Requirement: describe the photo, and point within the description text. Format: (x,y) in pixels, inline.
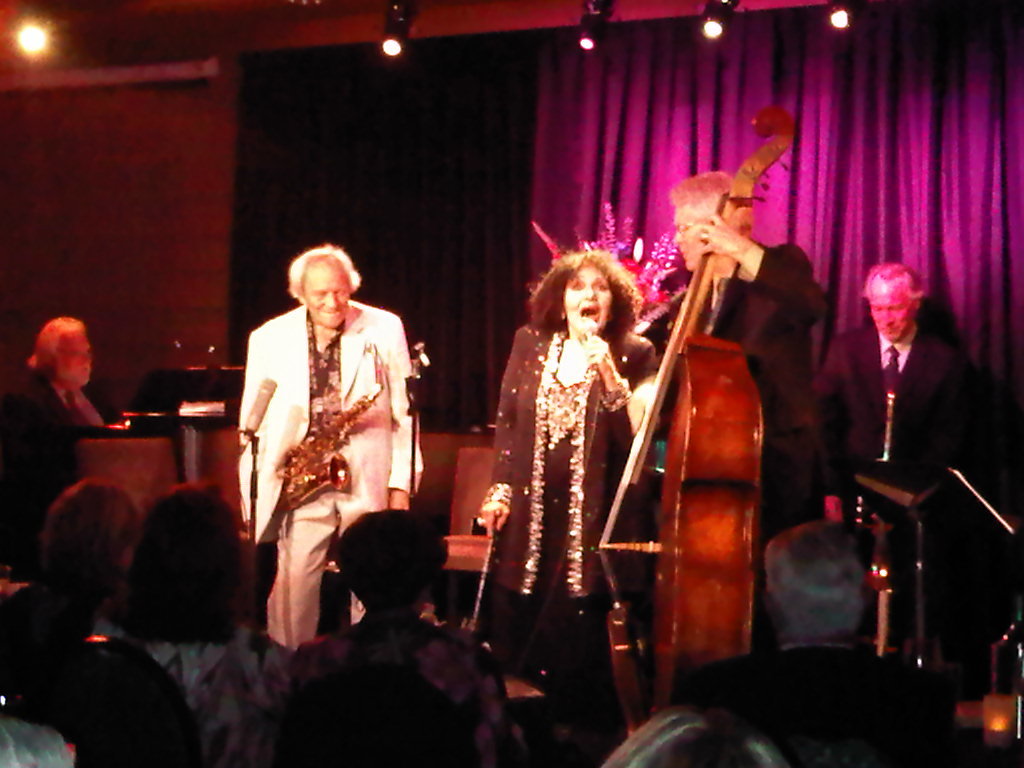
In this picture I can see there are a few people (532,427) standing on the dais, the woman (557,412) is holding a microphone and singing, there is a man (719,299) standing and he is playing the double bass (735,651) and there is a person (71,414) sitting at left (83,411) and there are few lights (383,47) attached to the ceiling (348,10).
